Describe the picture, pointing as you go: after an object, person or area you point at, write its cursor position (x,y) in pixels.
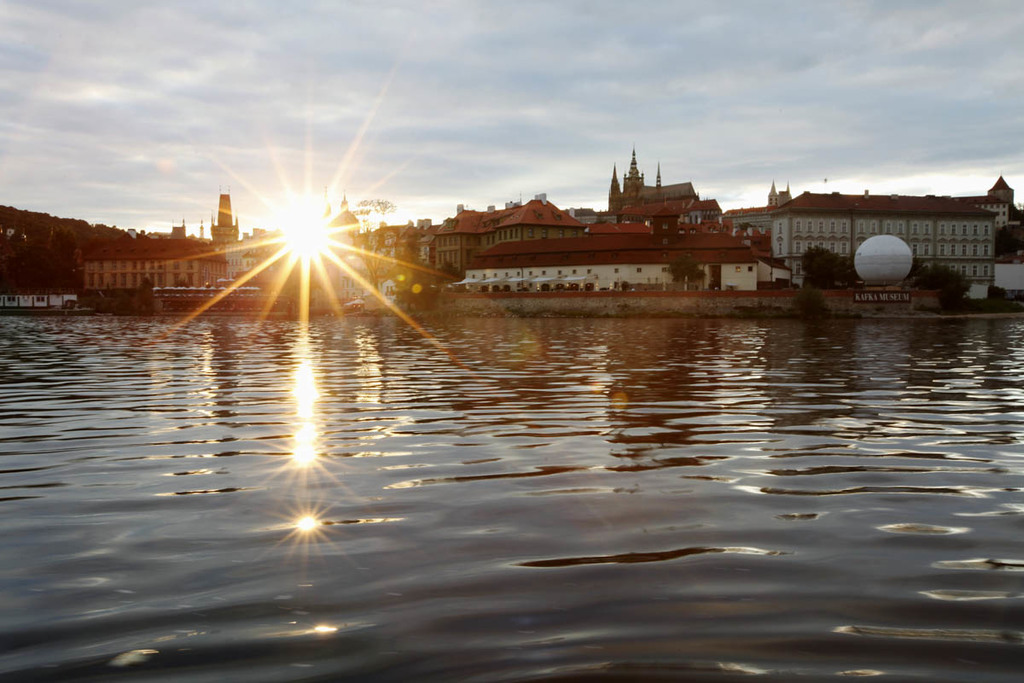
In the picture we can see water (242,510) and far from it, we can see a house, buildings (224,201) and a sun (292,245) with sky (222,146) and clouds (648,100).
